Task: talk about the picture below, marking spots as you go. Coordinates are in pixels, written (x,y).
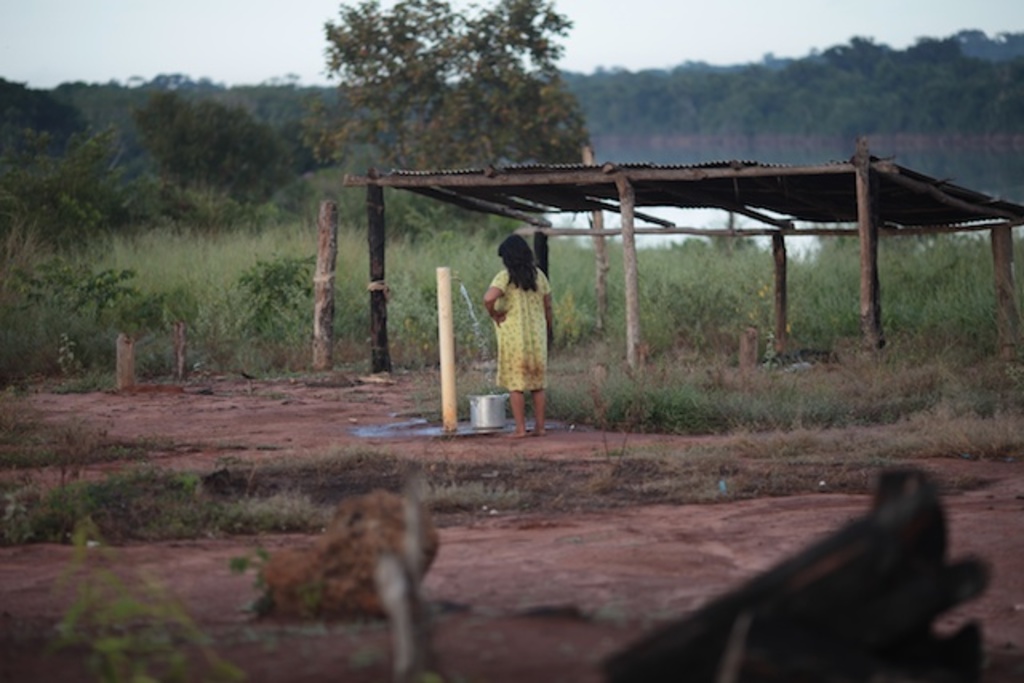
In this image there is a person (535,295) standing, there is a tap (449,319), water (488,380), a bowl (482,413) on the ground (484,463), there is a shed (471,191), there are plants (418,265) and trees (358,144), and in the background (748,10) there is sky (570,55).
